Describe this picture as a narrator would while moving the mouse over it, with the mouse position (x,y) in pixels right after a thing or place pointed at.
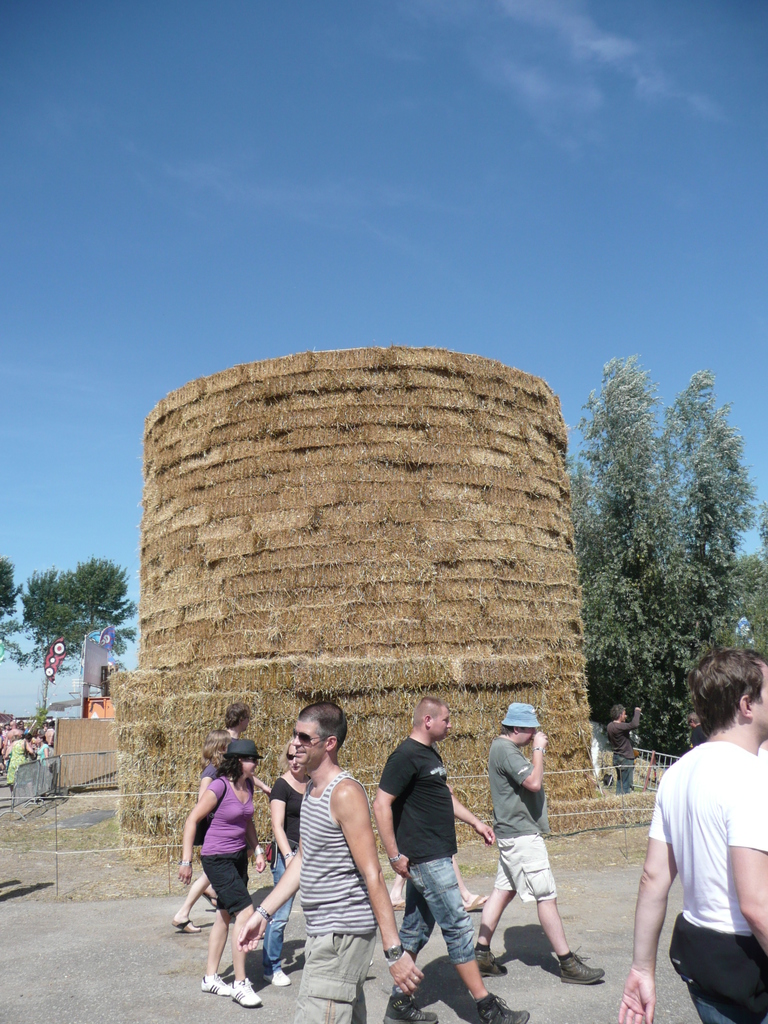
In this picture I can observe some people (430,777) walking on the land (295,957). In the middle of the picture (347,659) there is a monument (303,553). I can observe a fence (566,813) in front of the monument (509,433). In the background (89,604) there are trees (667,560) and a sky (469,192).
